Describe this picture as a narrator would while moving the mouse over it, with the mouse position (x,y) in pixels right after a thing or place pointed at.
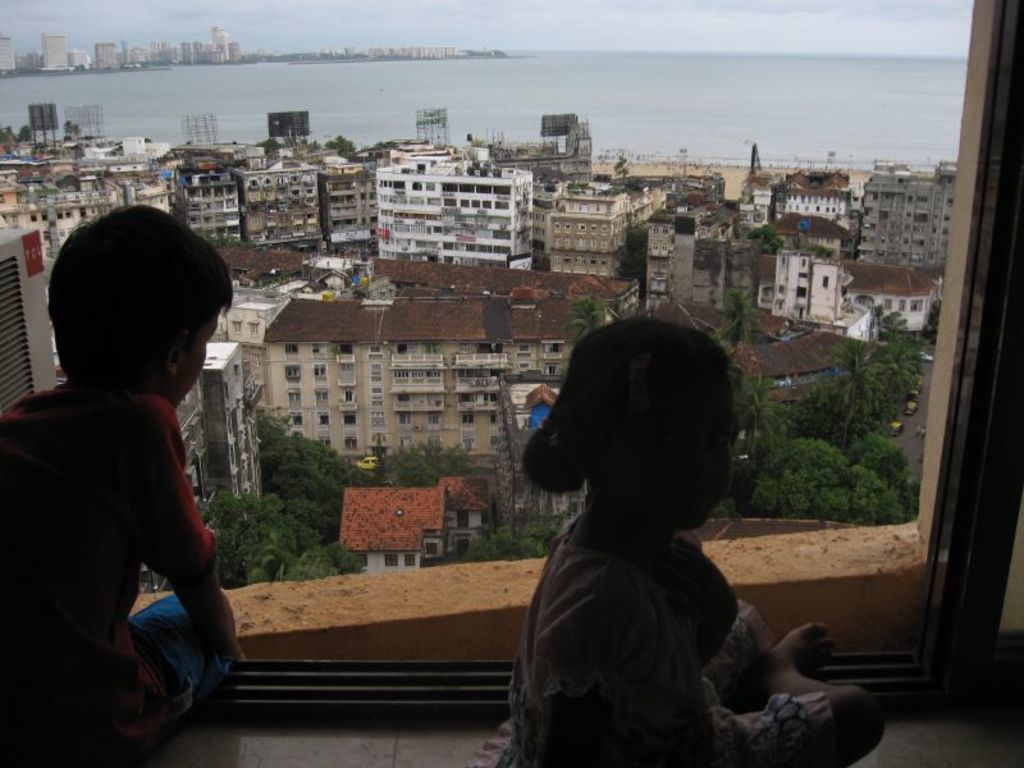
This is an inside view. Here I can see a girl (656,644) and a boy (57,459) are sitting beside the window (993,610). Through the window (532,244) we can see the outside view. In the outside there are many buildings (757,256), trees (849,419) and also there is a ocean (514,75). At the top of the image (463,7) I can see the sky (560,29).
